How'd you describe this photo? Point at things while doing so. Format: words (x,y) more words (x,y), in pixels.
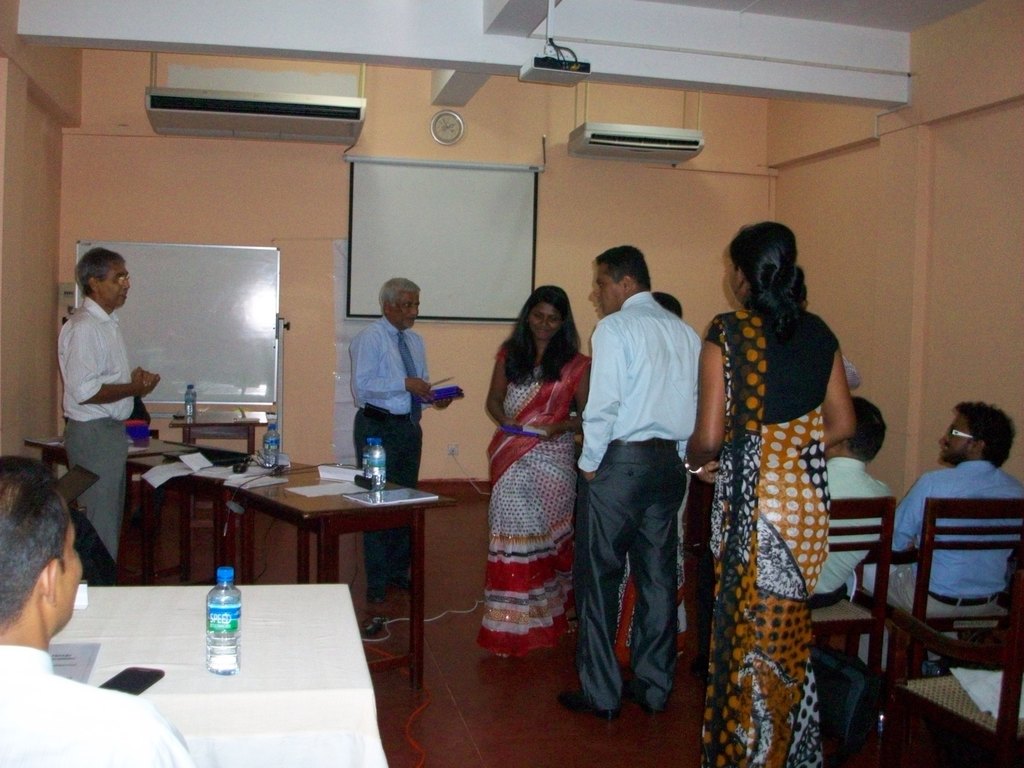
in the picture there are many people (572,447) some people (77,721) are sitting and some people (524,524) are standing there is also a table (196,590) in front of them on the table (380,508) there are many items (354,486) such as bottles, books (366,495) e. t. c.
